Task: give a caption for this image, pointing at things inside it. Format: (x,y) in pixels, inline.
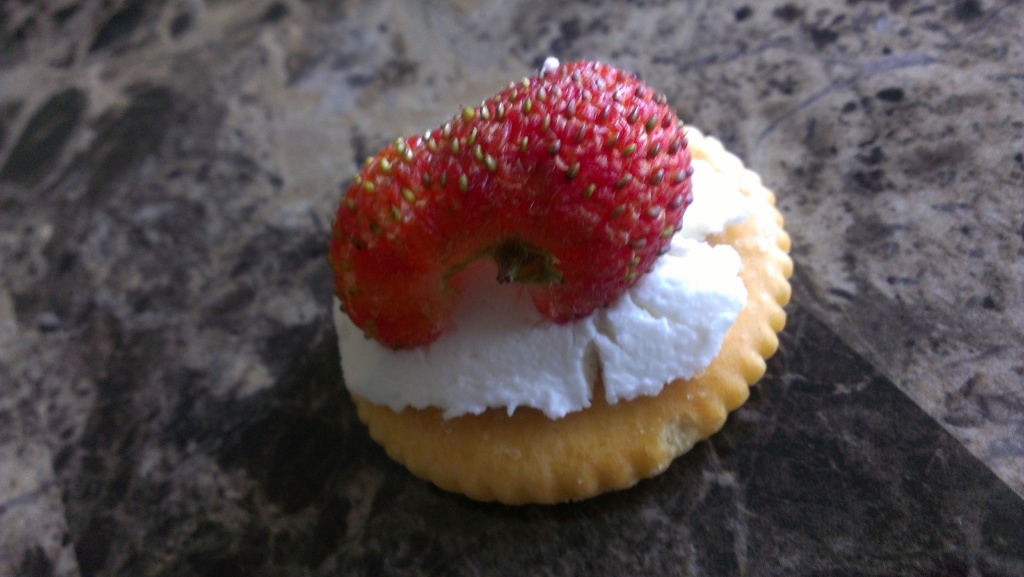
In this image I can see there is a biscuit (703,417), on that there is a cream (610,308) in white color, on the top of that there is a strawberry (558,239) in red color.
